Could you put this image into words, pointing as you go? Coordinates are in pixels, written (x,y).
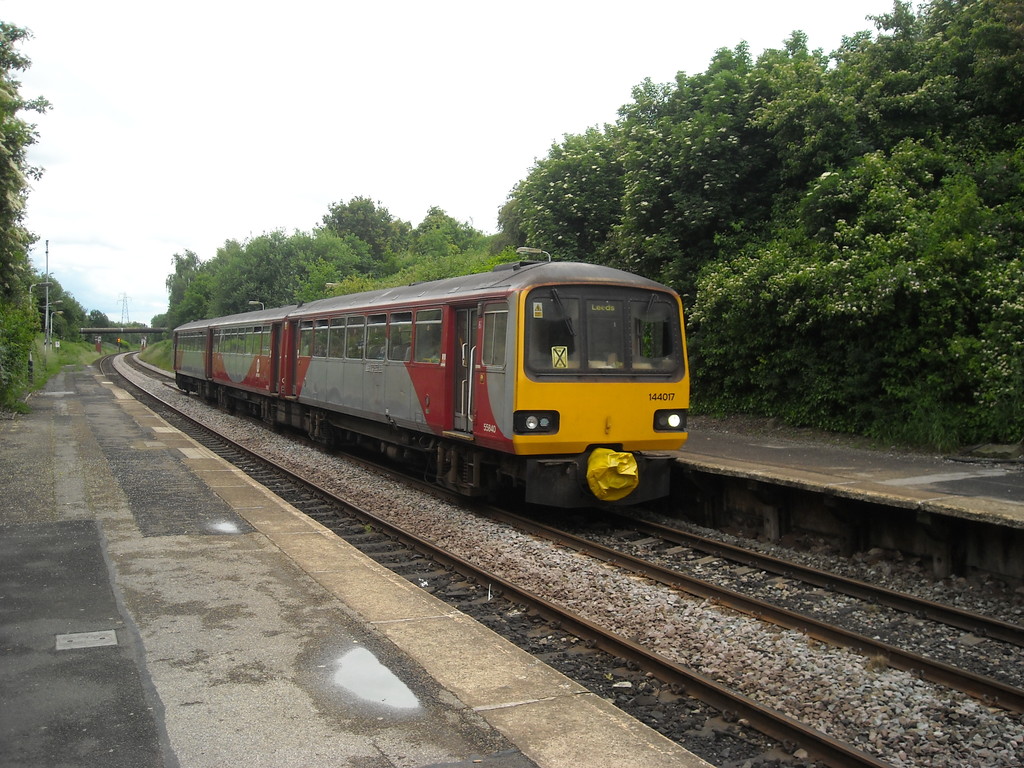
In this picture we can see the sky (148,182), transmission electrical tower (123,303), lights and poles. On either side of the railway platform (765,528) we can see the trees (1010,233). We can see a train (500,351) on the railway track (854,632).
